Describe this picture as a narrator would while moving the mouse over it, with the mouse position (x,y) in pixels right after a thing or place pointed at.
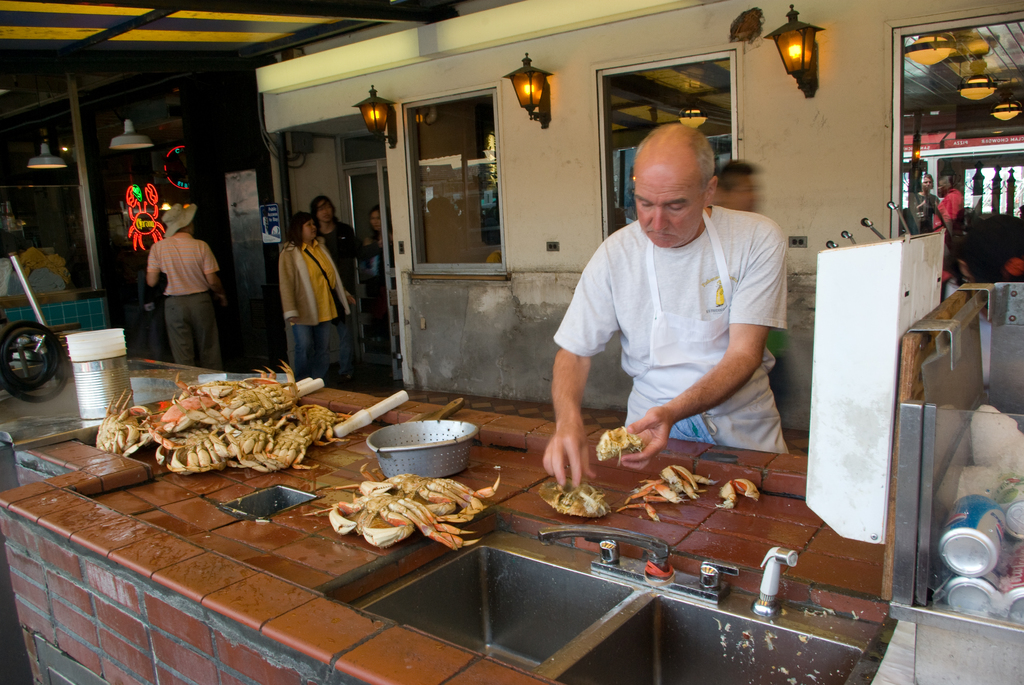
In this image I can see a kitchen cabinet (209,513) in the foreground (634,481) and on the cabinet (635,468) I can see food item (434,519) and bowl (459,448), sink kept on it and I can see a person (663,317) stand in front of the cabinet (826,586) and I can see a door (351,212) and the wall (553,199), windows (414,154) visible in the middle (386,255), in front of the door (358,233) I can see few persons (372,237) and there are some lamps (795,61) attached to the wall (779,68) in the middle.
